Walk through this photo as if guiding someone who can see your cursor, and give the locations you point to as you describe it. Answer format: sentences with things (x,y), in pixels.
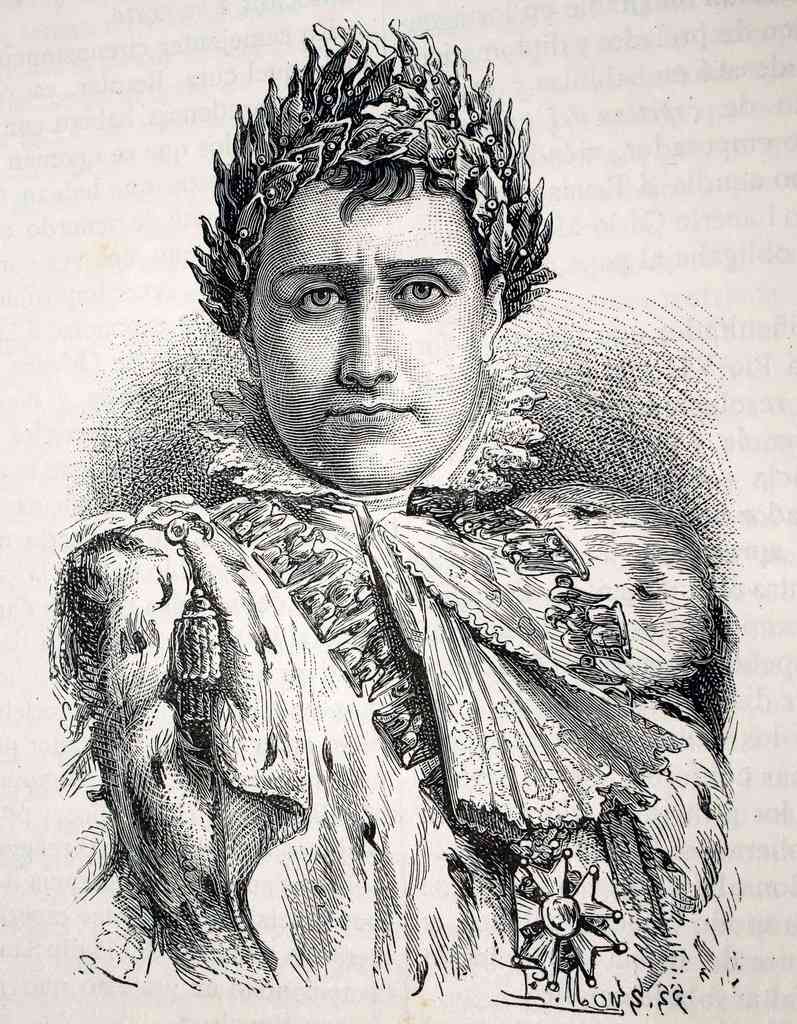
In this image, we can see a drawing (352,737) of a person (369,473) with a crown (355,105).
